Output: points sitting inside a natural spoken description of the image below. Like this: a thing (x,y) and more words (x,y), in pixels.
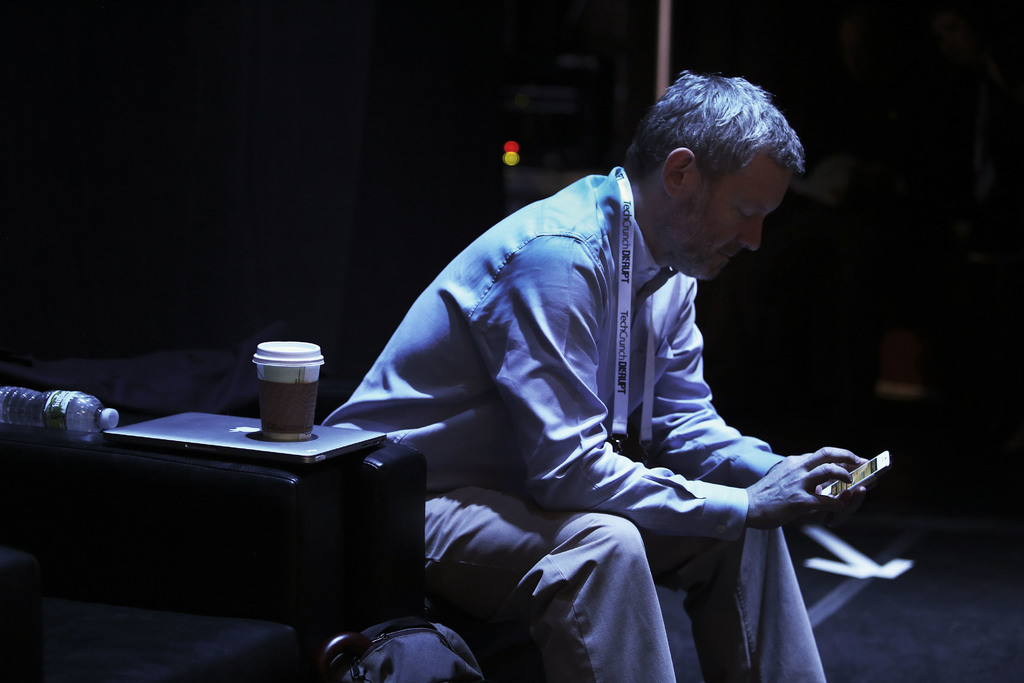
In this image there is one person (671,391) is sitting as we can see in middle of this image (595,407) is holding a mobile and there is a laptop (270,456) is at left side of this image (202,431) and there is a cup (282,395) is kept on to this laptop (219,431) and there is a bag (418,666) at bottom of this image (409,656). There is a bottle (78,418) at left side of this image (56,421).
